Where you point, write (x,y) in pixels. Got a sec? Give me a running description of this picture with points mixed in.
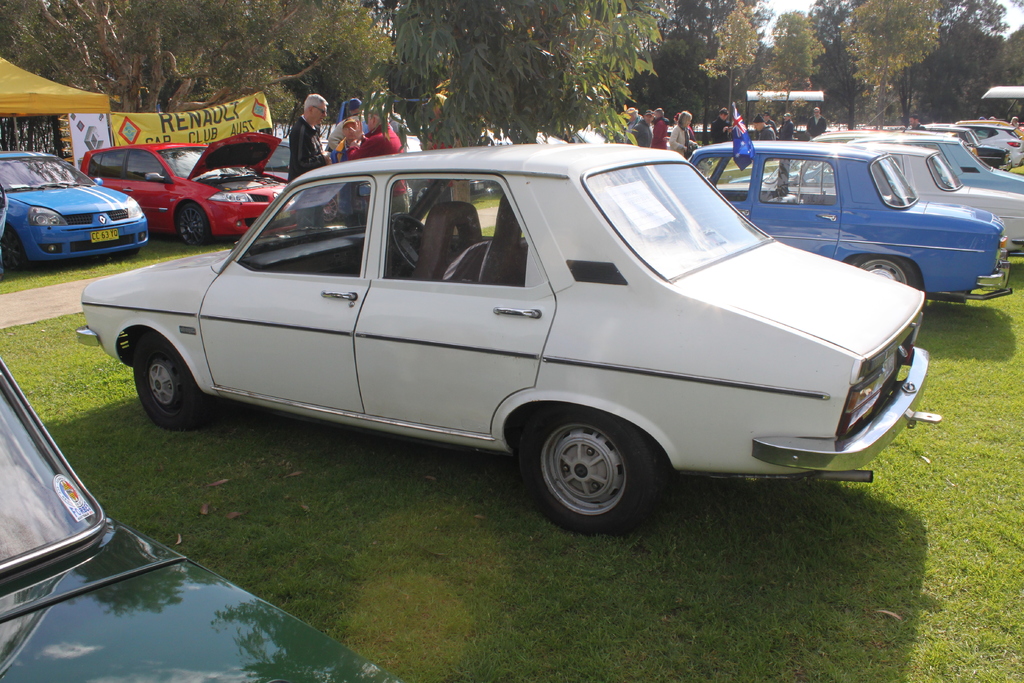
In this picture there are cars (292,246) and there are persons (682,127) standing. In the background (525,25) there are trees (739,44), there are tents (1002,96) and there is a banner (179,116) with some text (179,126) written on it and in the front (903,615) on the ground (709,579) there is grass (857,610).
